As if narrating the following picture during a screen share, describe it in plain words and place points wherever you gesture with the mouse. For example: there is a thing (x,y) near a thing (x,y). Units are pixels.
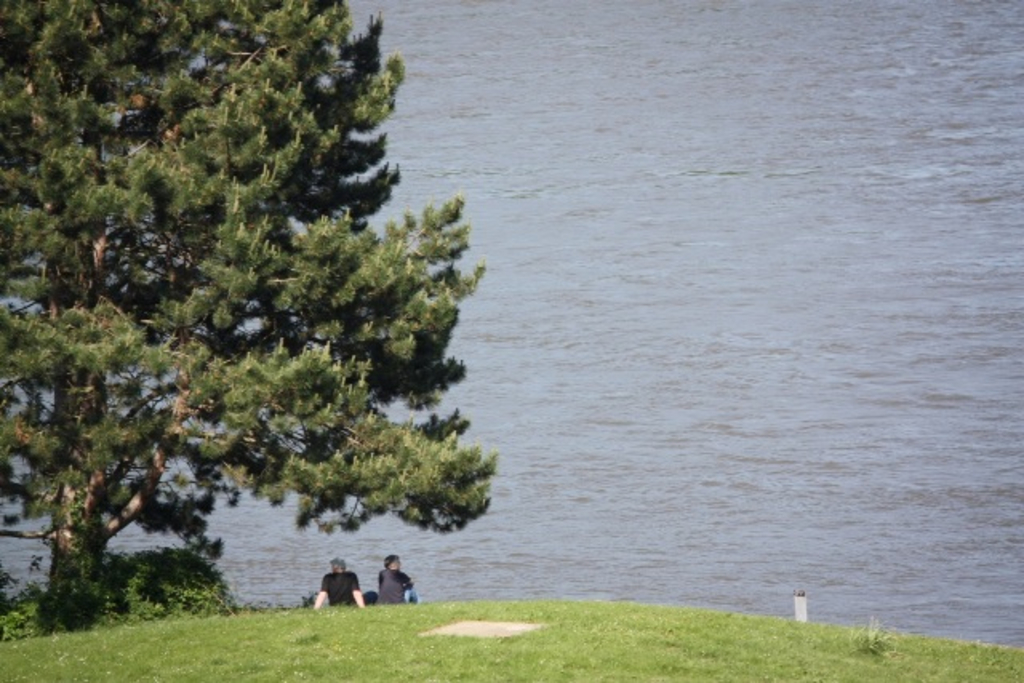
In this image there are two people (349,592) sitting on the surface (325,623) of the grass (345,620), beside them there is a tree (312,413), in front of them there is a lake (477,251).
